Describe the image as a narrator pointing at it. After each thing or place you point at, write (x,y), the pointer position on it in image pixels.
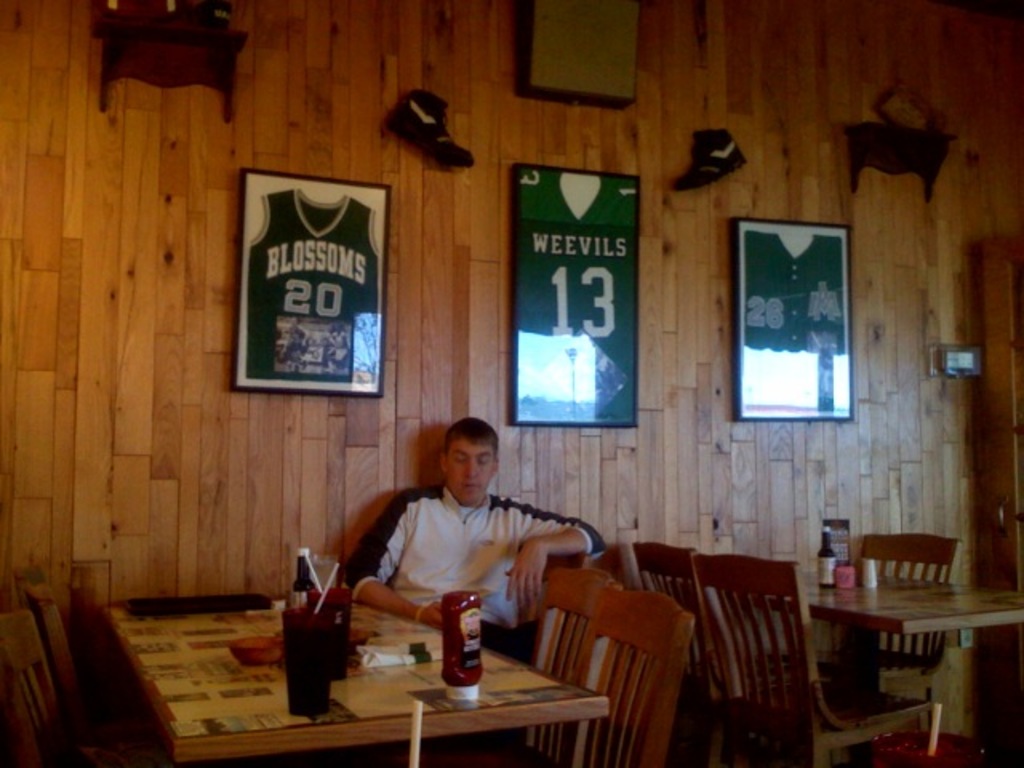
In this image i can see a man (557,523) sitting on a chair (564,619) there is a bottle (475,649) on a table (391,688) at the back ground (52,263) i can see a frame (330,265) and a wooden wall (108,265).
